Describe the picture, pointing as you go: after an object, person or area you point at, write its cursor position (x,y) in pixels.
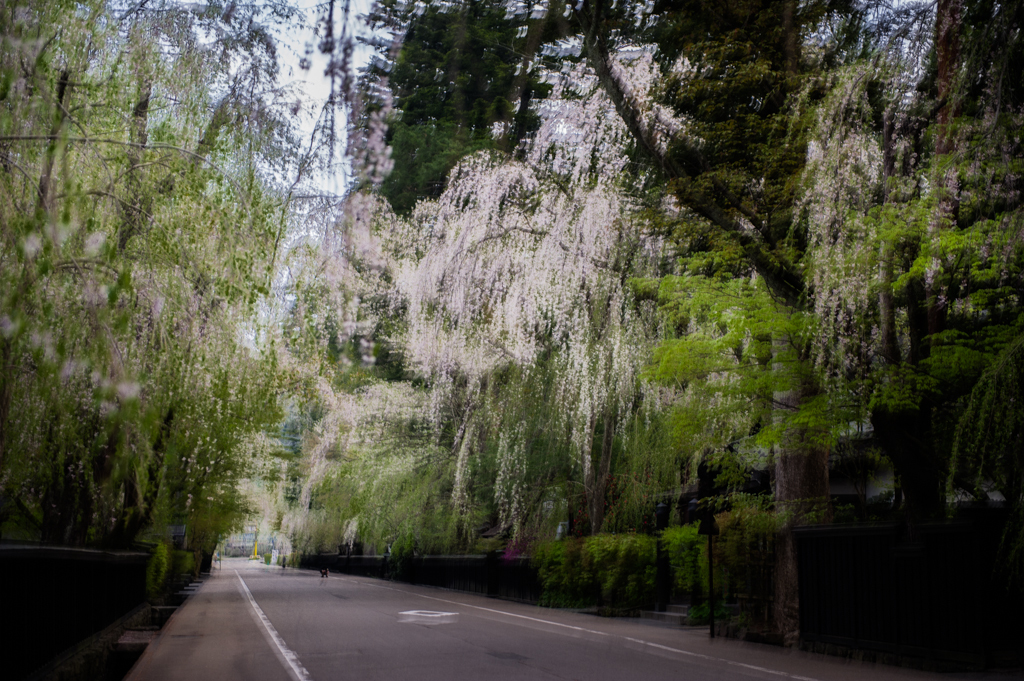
There is a road (549,644) at the bottom side of the image (371,597) and there are trees (417,271) and sky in the background area (325,175). There is a pole (711,595) on the right side (712,508).
